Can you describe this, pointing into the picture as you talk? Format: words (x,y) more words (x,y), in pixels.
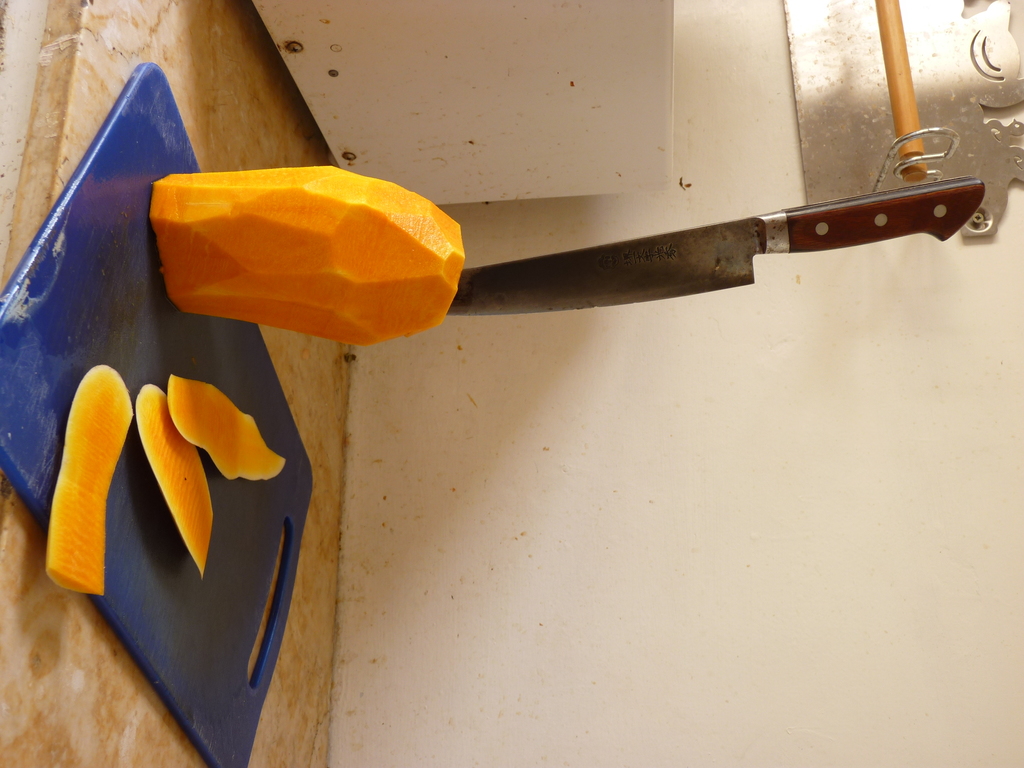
In the picture there is a table (47,9), on the table (47,9) there is a chopping board (105,261), on the board (165,160) there is a fruit (280,218) and there are some slices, there is a knife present on the fruit (233,215), beside there is a wall (779,14), on the wall (807,265) there is a metal plate (829,83) and a wooden pole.
